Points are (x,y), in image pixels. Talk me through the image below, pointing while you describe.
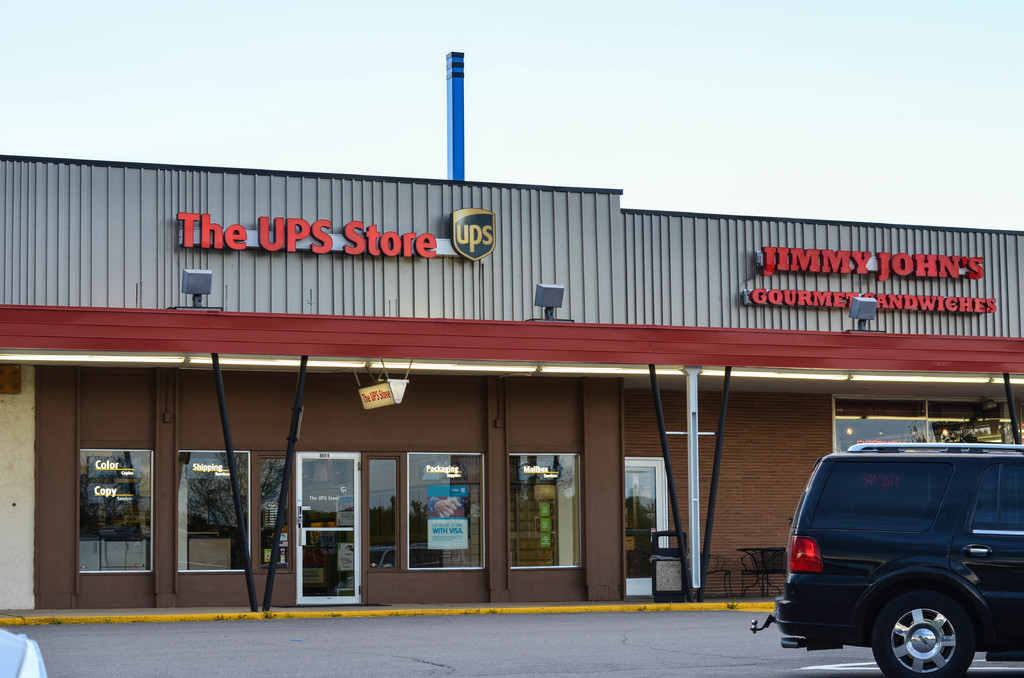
At the top (440,80) there is a sky (614,85). In this picture we can see stores (406,300). On the right side of the picture (801,570) there is a vehicle (894,593).
